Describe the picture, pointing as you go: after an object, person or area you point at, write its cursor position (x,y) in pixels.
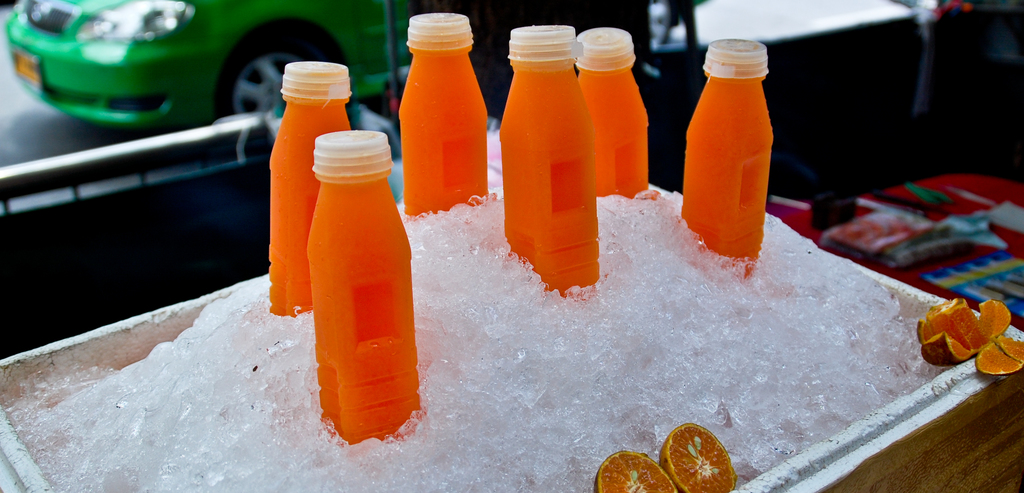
We can see box (988,454) contain ice (690,301) oranges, bottles (343,192) and we can see objects (926,256) on the table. On the background (194,32) we can see car (194,32) on the road (59,140).
